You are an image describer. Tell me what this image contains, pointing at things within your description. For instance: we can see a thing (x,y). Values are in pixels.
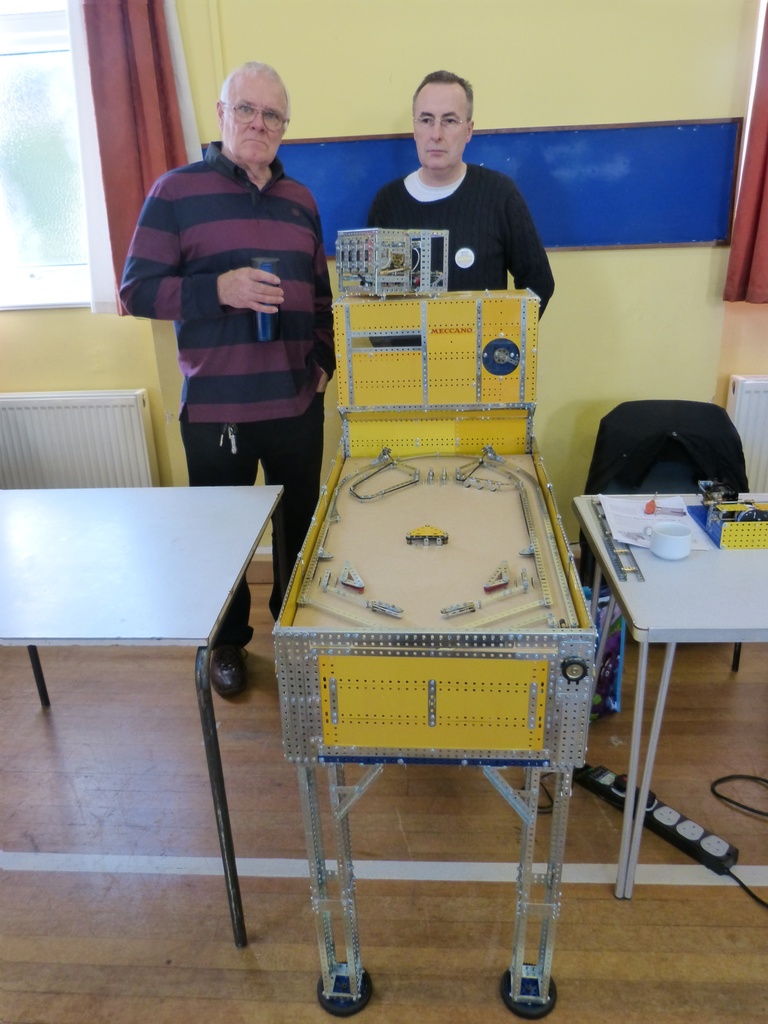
In this image I can see two men (231,290) are standing. I can also see curtains (124,156) and few tables (154,582). I can see he is holding a bottle (260,341) and also wearing a specs (236,108).
